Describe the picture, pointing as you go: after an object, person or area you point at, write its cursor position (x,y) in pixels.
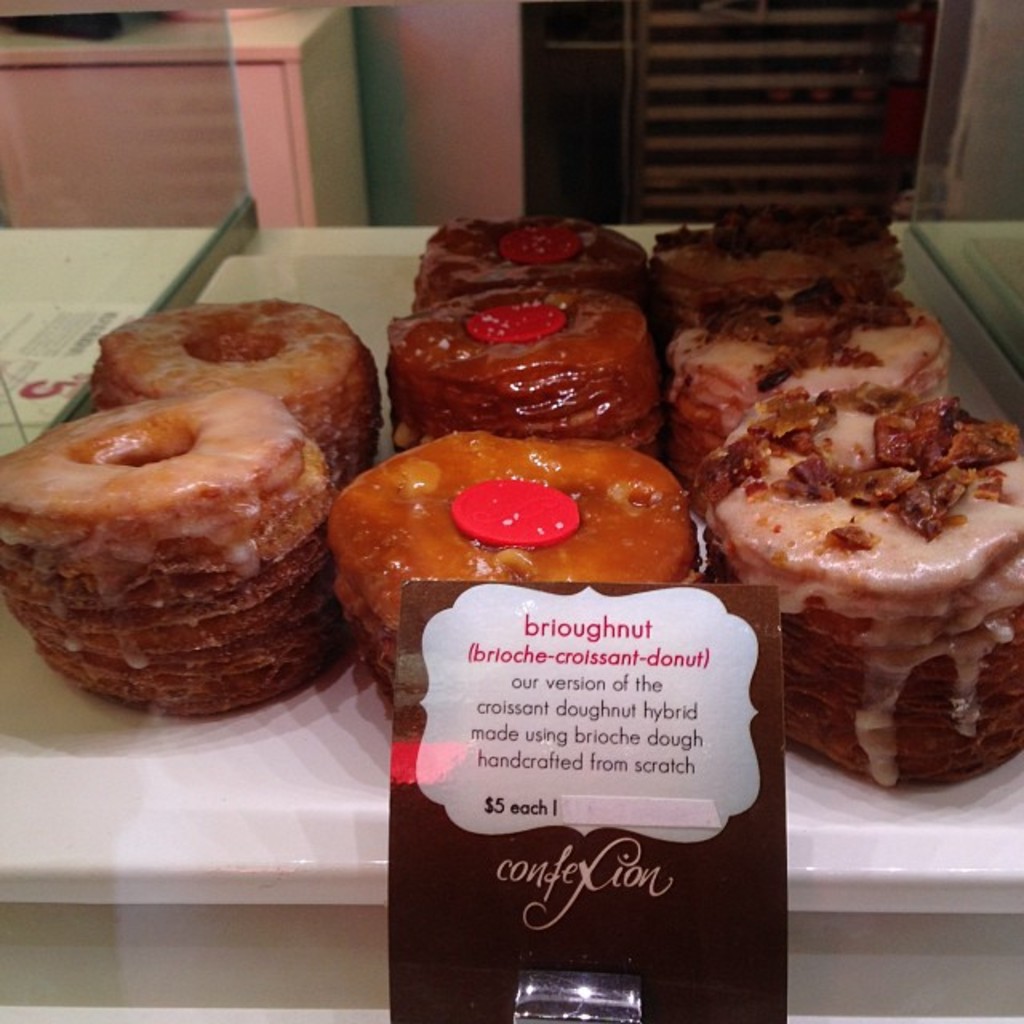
In this image I can see there are bread pieces (763,470) kept on table (296,790) and I can see a paper (635,701) placed in front of the food (278,658), at the top (387,207) I can see the wall (408,129).
